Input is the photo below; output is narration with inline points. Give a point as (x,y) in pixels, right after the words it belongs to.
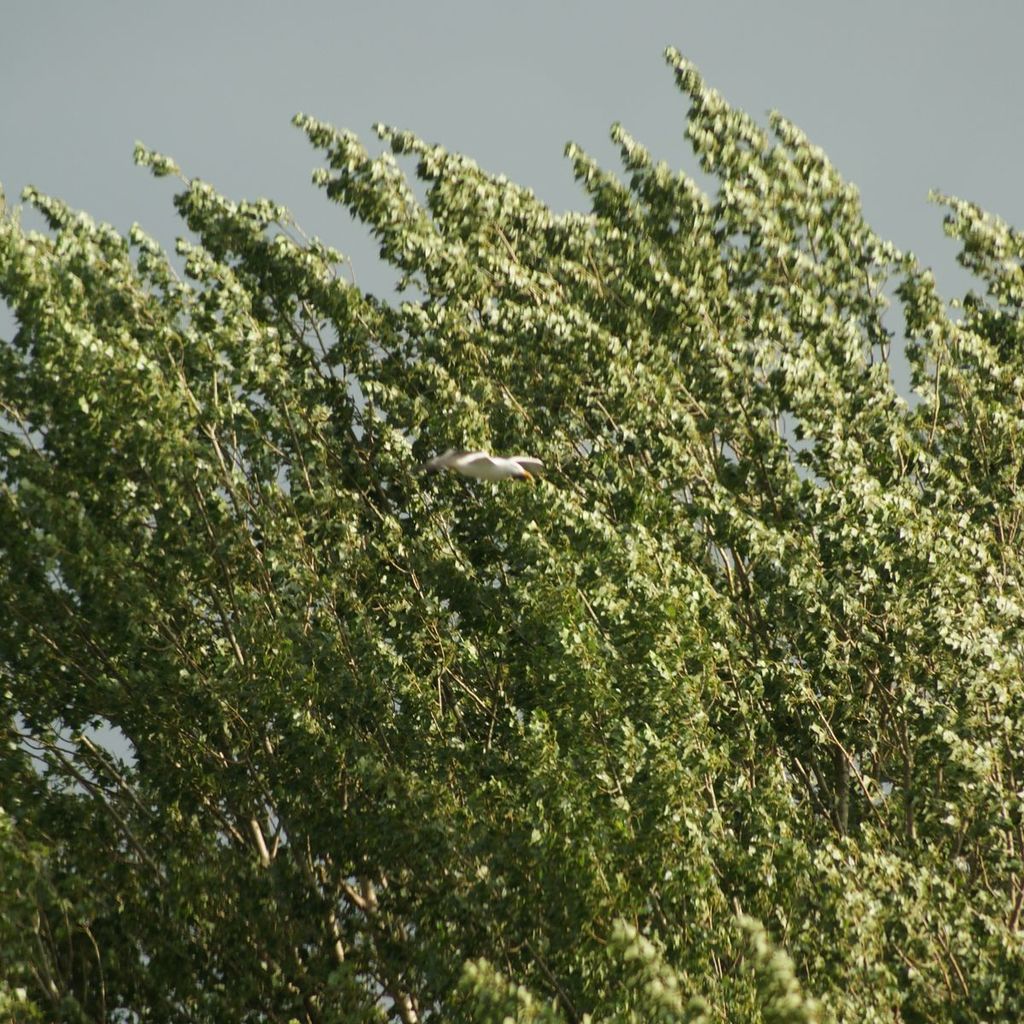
This image consists of a tree (626,582) and we can see a bird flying in the air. At the top (541,26), there is sky (285,151).
